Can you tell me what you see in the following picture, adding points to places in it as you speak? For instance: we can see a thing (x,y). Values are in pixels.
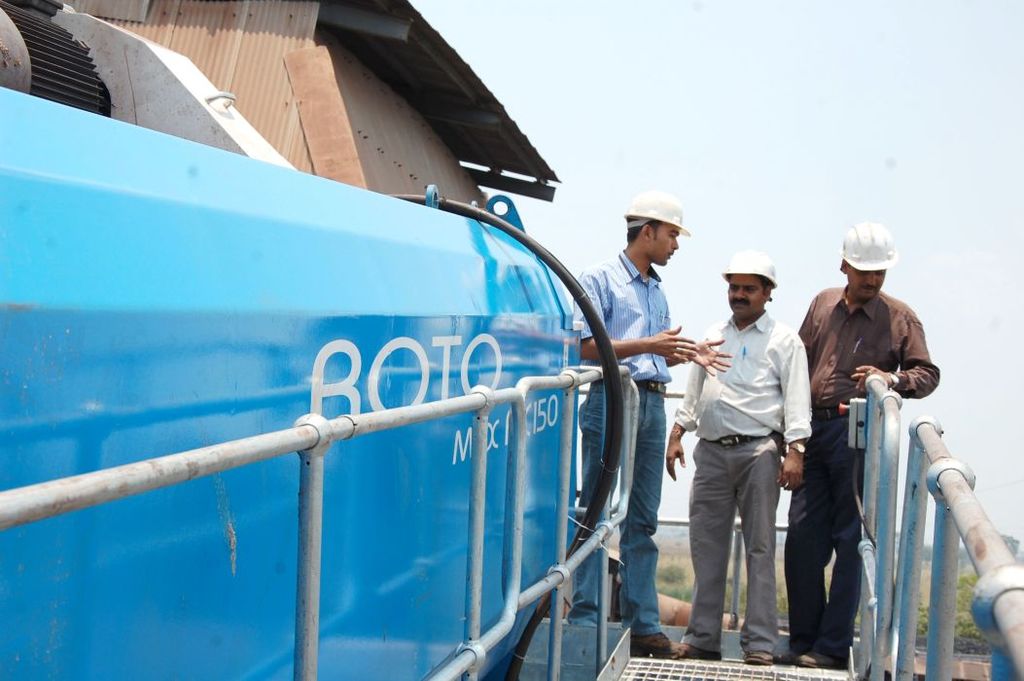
In this picture we can observe three members (643,449) standing, wearing a white color helmet (875,255). All of them are men (724,424). We can observe a railing (937,469) on the right side (876,506). There is a machine (145,259) on the left side (134,326). We can observe some text (426,377) on the machine (262,371). We can observe black color pipe (614,357). In the background (732,109) there is a sky (753,109).
